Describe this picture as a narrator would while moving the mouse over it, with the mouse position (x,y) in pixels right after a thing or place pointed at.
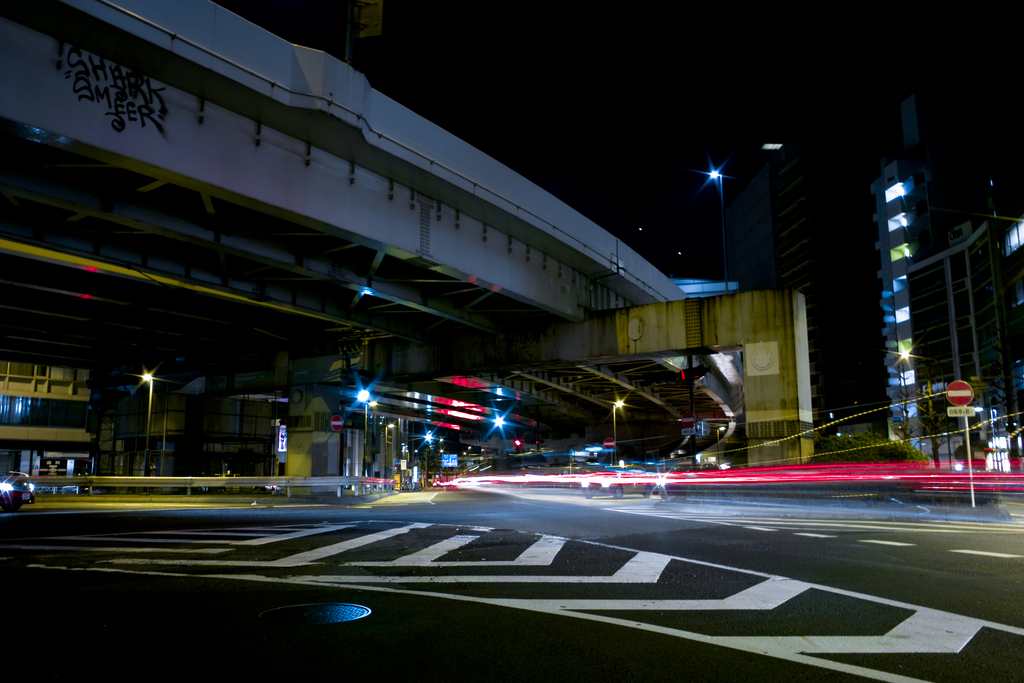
In this image, on the right side (927,169), we can see a building (1006,276) with few lights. On the right side (972,492), we can also see a light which is in white color and a hoarding (966,383). In the background (191,226), we can see a bridge (226,248), pillars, street lights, vehicles (6,476) which are moving on the road (418,670). At the top (554,46), we can see black color, at the bottom (793,527), we can see a road (327,564).
